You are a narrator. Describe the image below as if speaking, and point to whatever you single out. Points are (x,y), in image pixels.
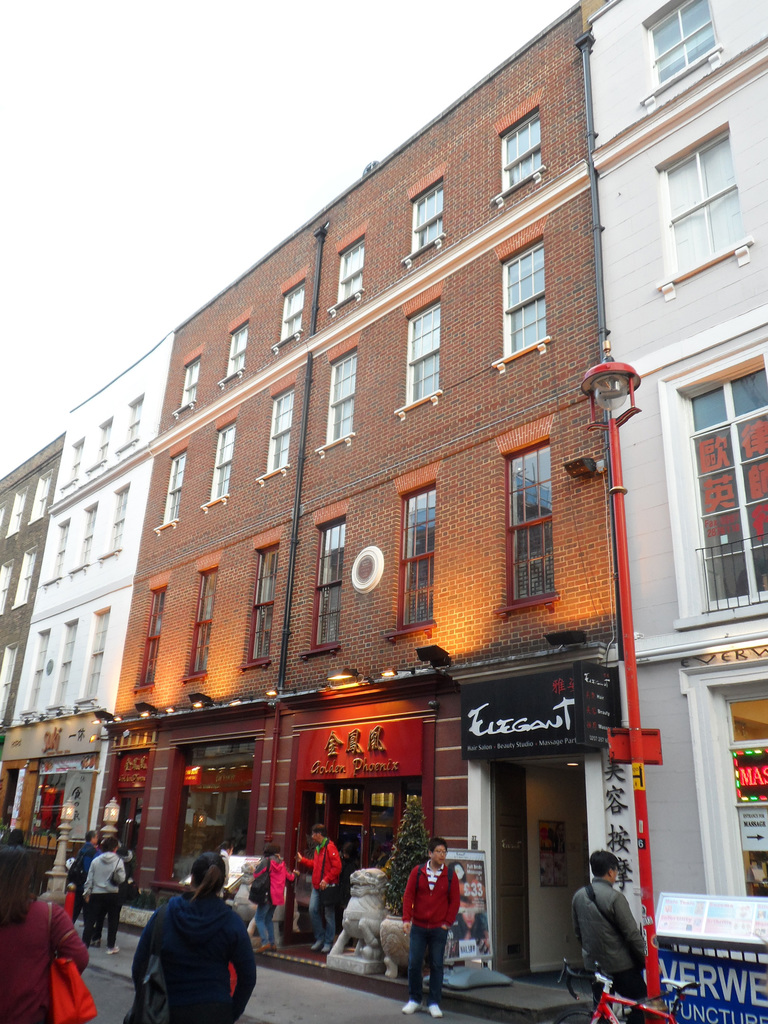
There are people (317,875) standing at the bottom of this image (6,905). We can see a bicycle (622,1000) in the bottom right corner of this image (643,1006) and there is a building (412,706) in the background (517,748). We can see a sky (214,79) at the top of this image (262,114). There is a pole (619,539) on the right side of this image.
